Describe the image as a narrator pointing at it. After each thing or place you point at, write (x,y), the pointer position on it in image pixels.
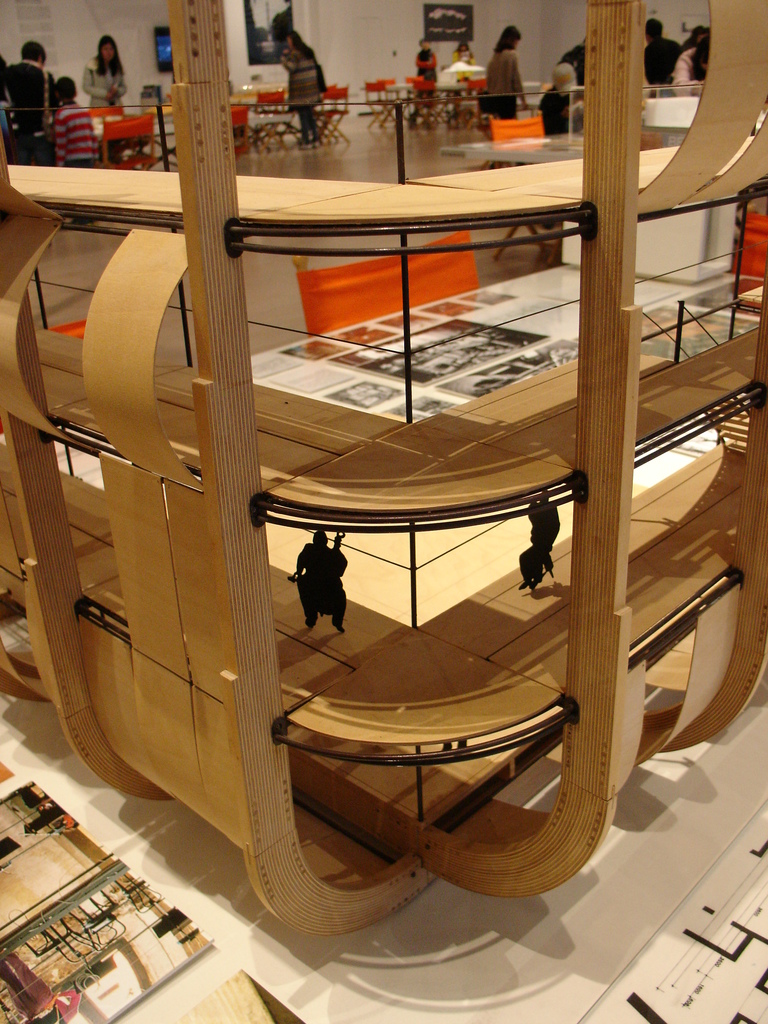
In this image we can see a object (287,662) which is made with wood (290,721) is on the table (333,389) and in the background of the image (487,11) there are some persons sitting on chairs (138,124) around the tables (456,146), some are standing and there is a wall (369,62).
